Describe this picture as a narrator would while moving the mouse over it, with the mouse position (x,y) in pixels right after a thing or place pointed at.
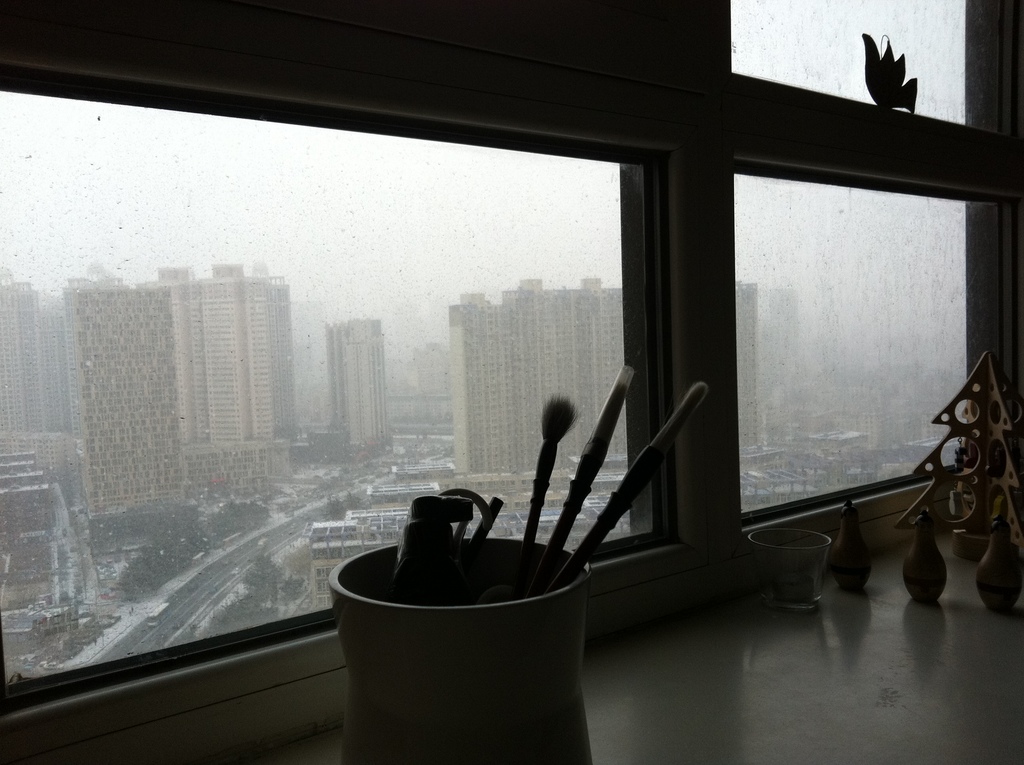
In this image we can see buildings (375,347), trees (192,528) and the sky (528,266) through the windows (648,420). At the right side of the image (1004,465) we can see some objects (1004,465) placed on the surface (766,714). At the bottom of the image (597,526) we can see some brushes (546,564) and object (459,594) placed in a container (491,722).
